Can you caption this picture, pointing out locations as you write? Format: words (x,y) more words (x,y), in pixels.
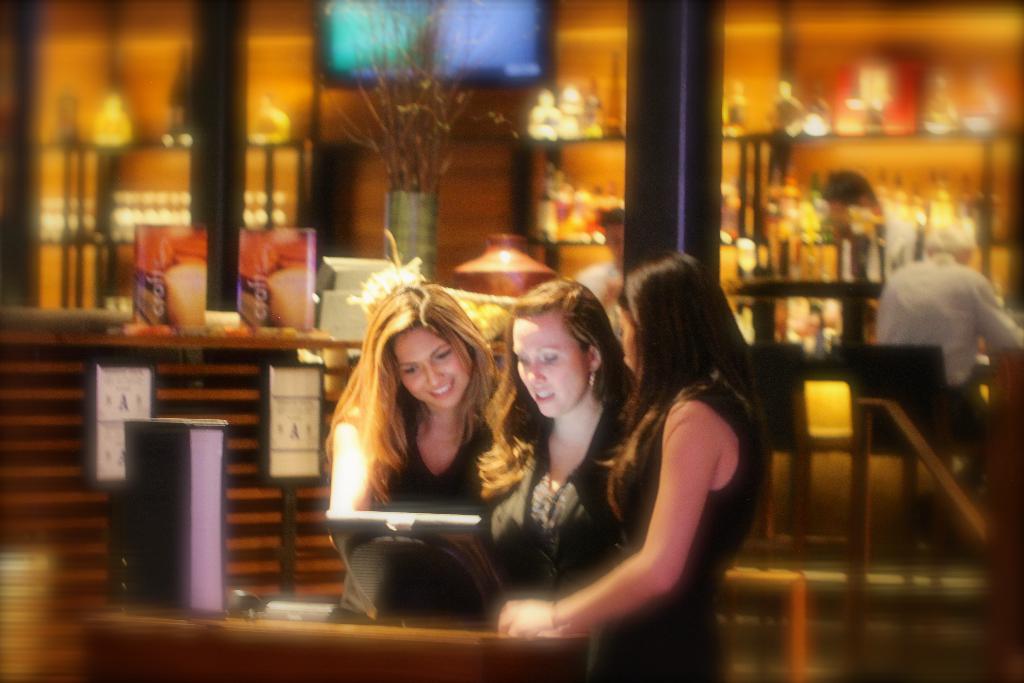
In the middle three girls (735,515) are standing together wear a black color dress (711,549) on the right (859,365) a man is sitting in the chair (876,358).
